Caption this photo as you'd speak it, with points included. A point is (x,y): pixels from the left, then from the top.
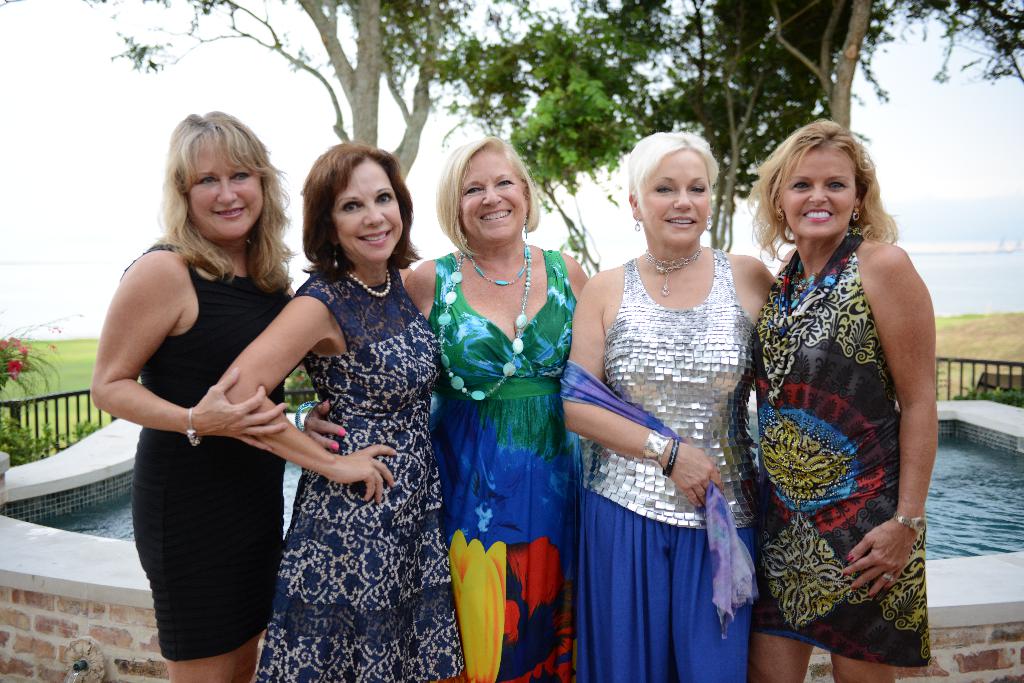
In this image there are group of girls (537,381) posing for the picture by wearing different costumes (605,393). In the background (71,481) there is a fountain (61,489). Behind the fountain (80,483) there are trees (635,57). In the background (86,293) there is water (29,301). There is a fence (45,416) around the fountain (59,493).
